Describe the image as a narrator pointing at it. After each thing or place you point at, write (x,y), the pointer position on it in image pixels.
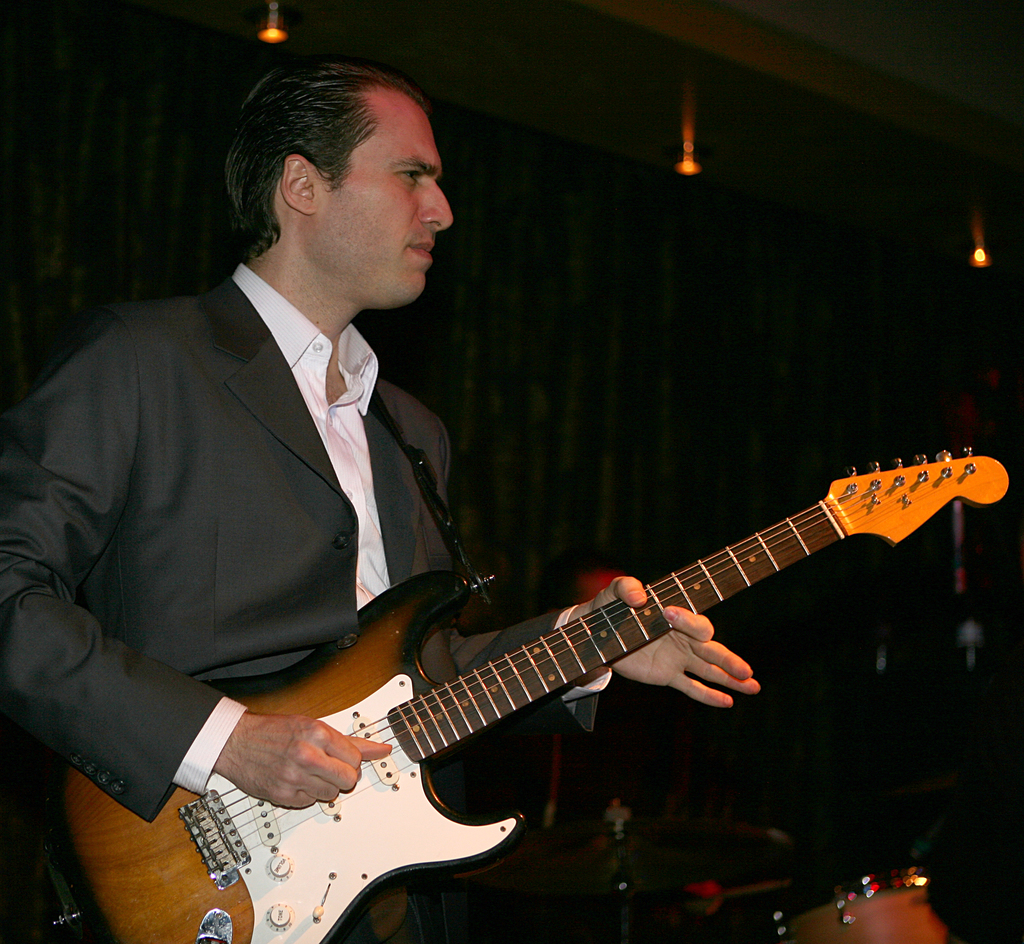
In this image i can see a man (332,346) wearing a white shirt (319,401) and black blazer (172,517) is standing and holding a guitar (64,834) in his hand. In the background (578,402) can see a curtain (611,344), few lights (686,151), the ceiling (869,93) and few other musical instruments (627,860).
